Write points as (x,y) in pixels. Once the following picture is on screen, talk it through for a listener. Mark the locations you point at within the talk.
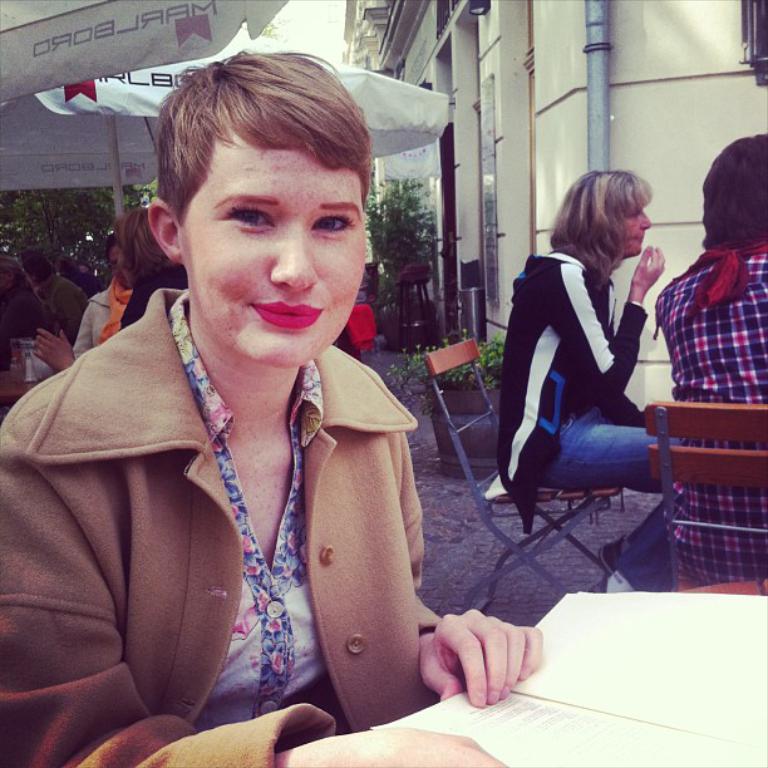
In this image, we can see people (581,300) sitting on the chairs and one of them is holding a book (617,634). In the background (409,144), there are umbrellas (236,41) and we can see buildings (441,81), plants (369,227) and poles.
